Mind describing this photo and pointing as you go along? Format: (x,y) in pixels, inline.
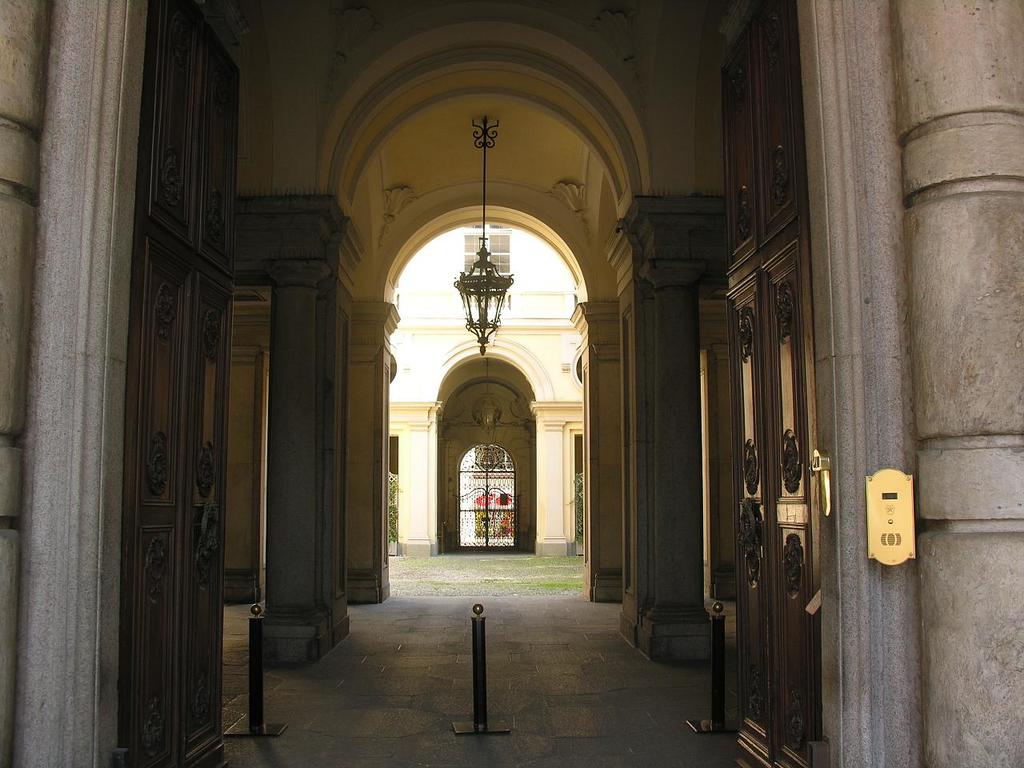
In this image we can see the entrance gate (178,582) and something is hanging from the ceiling (463,146).
